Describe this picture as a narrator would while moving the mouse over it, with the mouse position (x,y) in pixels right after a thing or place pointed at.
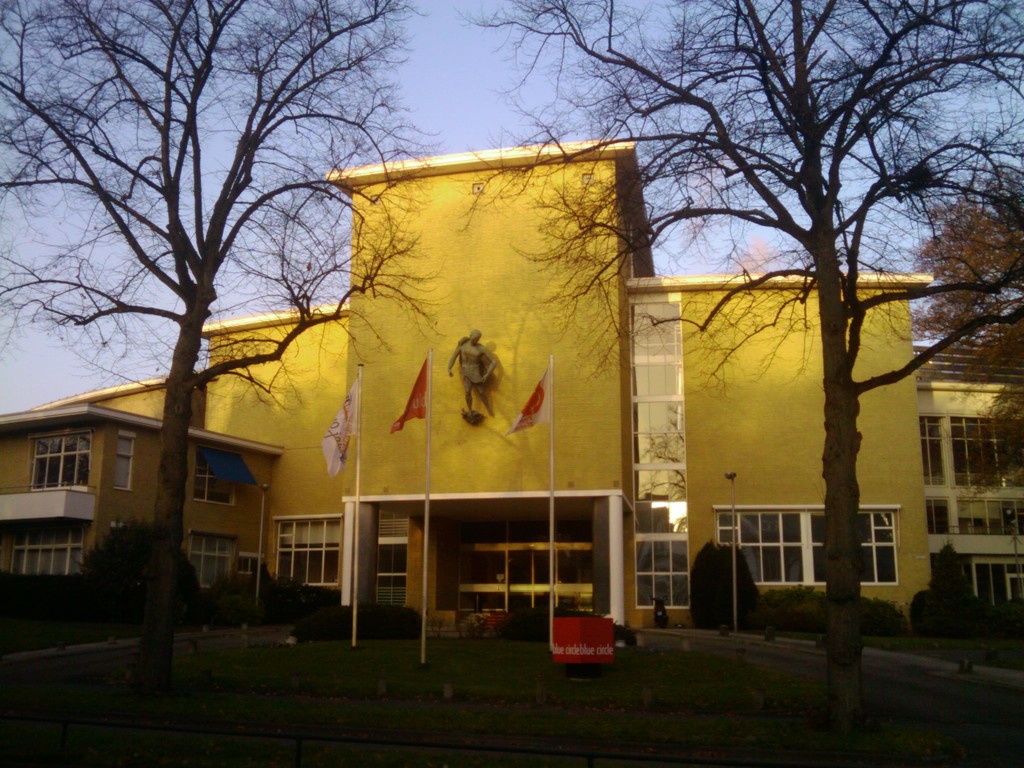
In this image we can see a building (422,431) with a statue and some windows (965,441). In the foreground of the image (579,643) we can see some plants (549,621), board (590,649) with some text (566,649), pole (552,492) and the grass (787,717). In the background (1023,209), we can see a group of trees (1005,213) and the sky (523,95).
